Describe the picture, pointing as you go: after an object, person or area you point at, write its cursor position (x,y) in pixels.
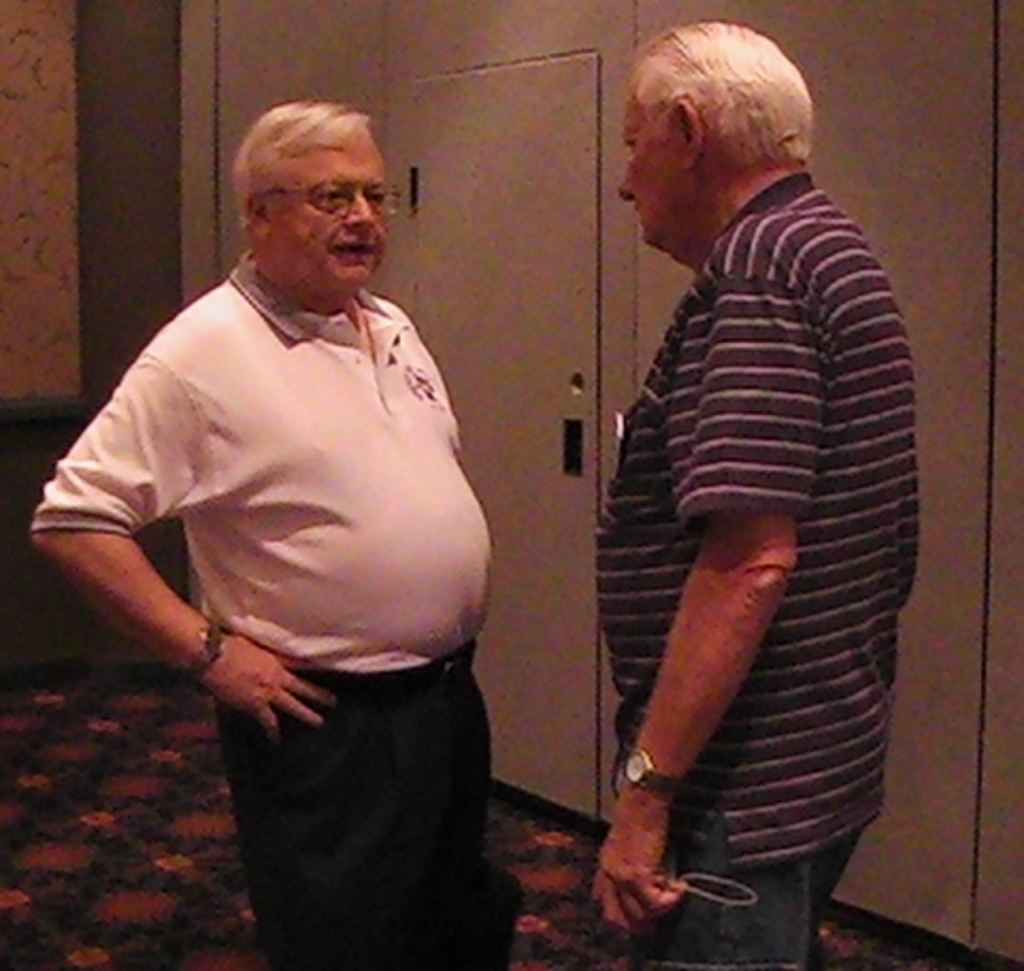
In this picture I can see 2 men (339,328) standing in front (828,249) and I see that, the man (681,491) on the right (749,774) is holding a thing (690,877).
